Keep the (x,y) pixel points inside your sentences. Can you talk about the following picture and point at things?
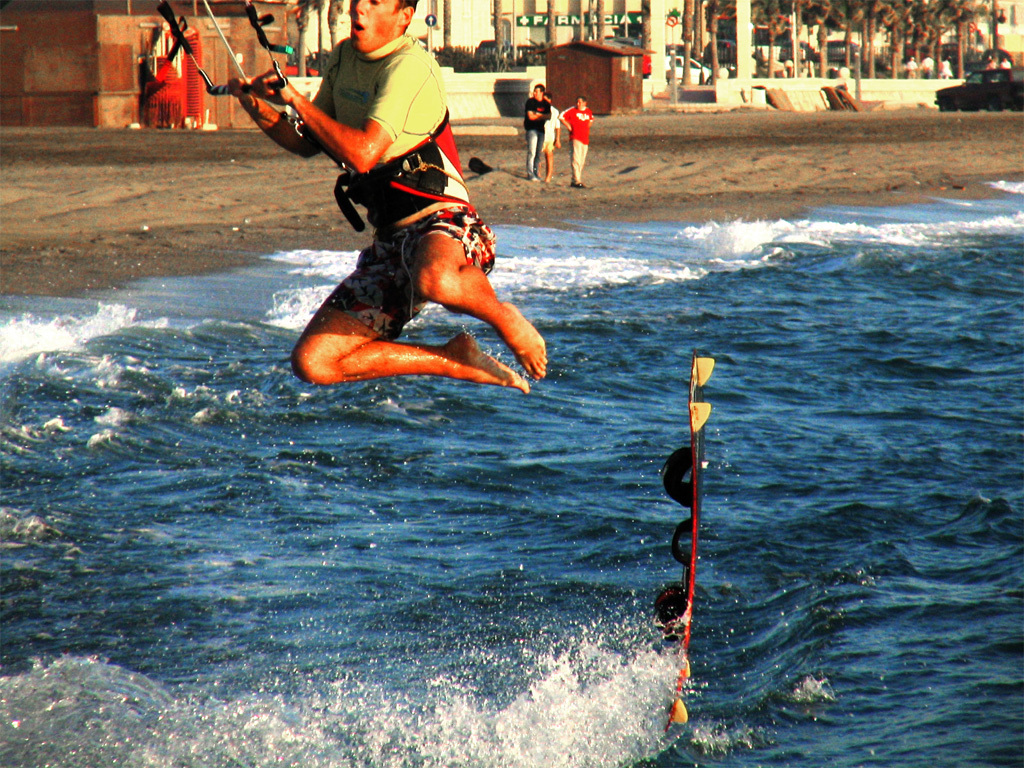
In this image we can see a man (326,79) is kitesurfing. At the bottom of the image (395,581) we can see water (868,673) and one object (682,620). In the background (611,29), we can see trees (446,14), pillars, buildings (237,12), car (996,75), stone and three men (568,119) are standing on the land (523,185).
